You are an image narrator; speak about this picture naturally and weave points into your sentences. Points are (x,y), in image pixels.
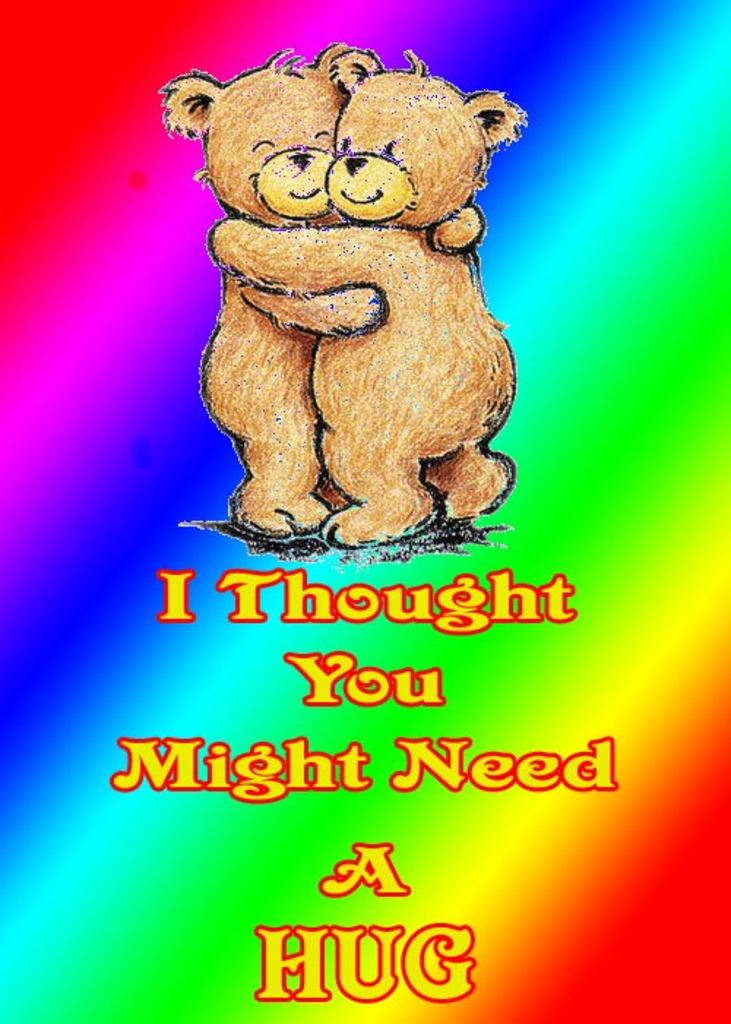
This is an animated image in which there is some text (406,747) and there are teddy bears (401,302).
